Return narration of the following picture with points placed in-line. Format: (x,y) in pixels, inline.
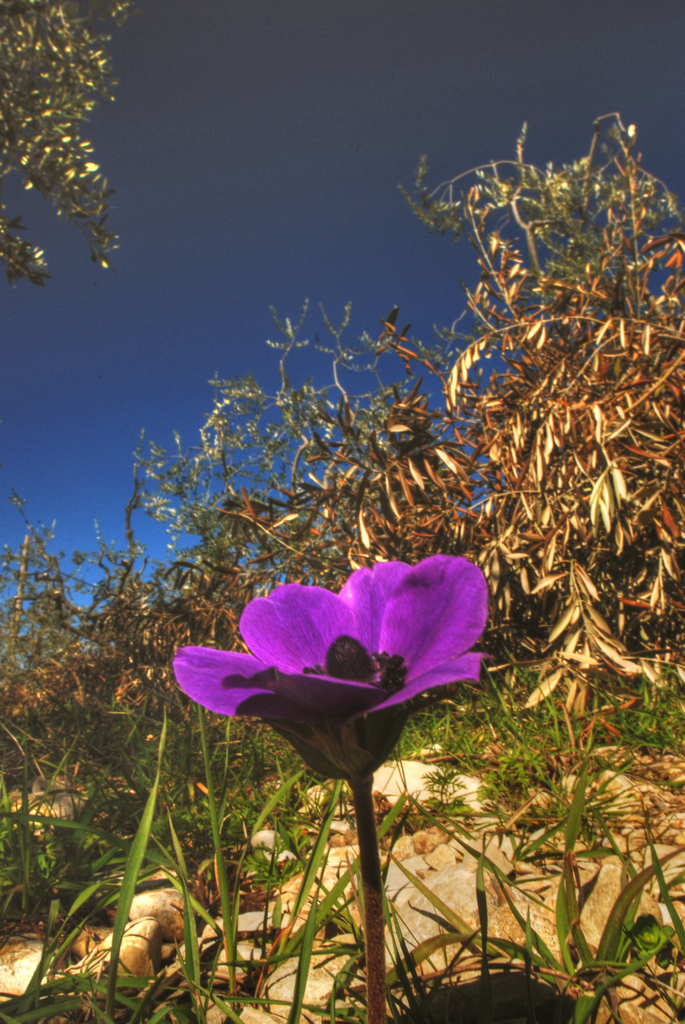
This picture is clicked outside. In the foreground (429,698) we can see a flower (353,742) and the rocks (131,951) and we can see the plants (491,702). In the background (138,416) we can see the sky (279,94) and some other objects (613,557).
